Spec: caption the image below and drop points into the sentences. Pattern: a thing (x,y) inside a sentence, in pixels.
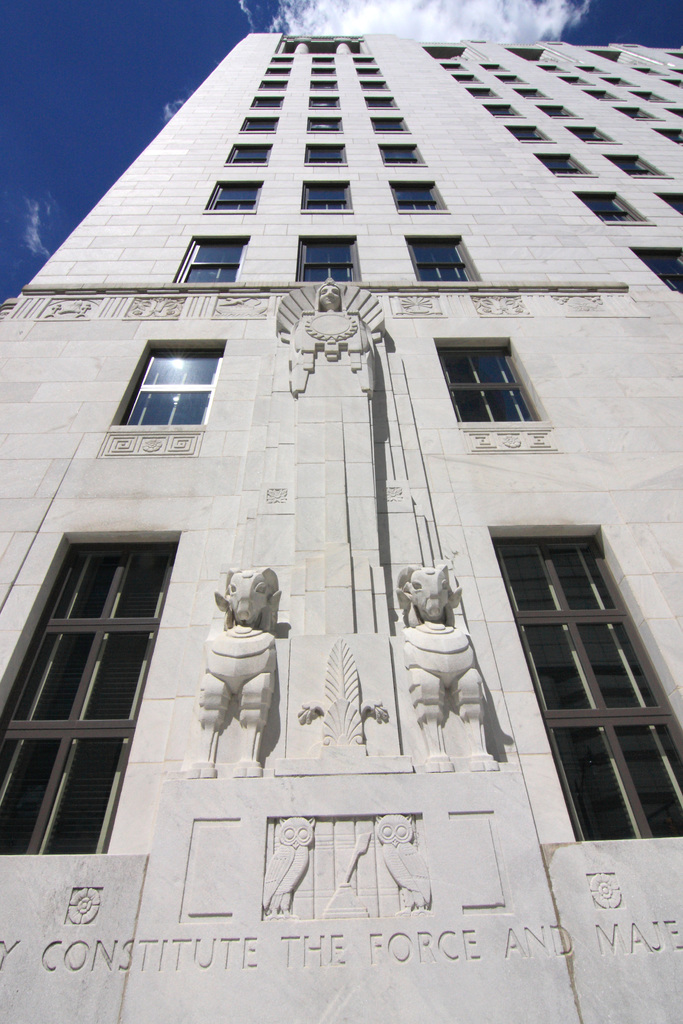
In the center of the image (277,542), we can see a building (318,464) and at the top (330,15), there are clouds (405,36) in the sky (98,181).
